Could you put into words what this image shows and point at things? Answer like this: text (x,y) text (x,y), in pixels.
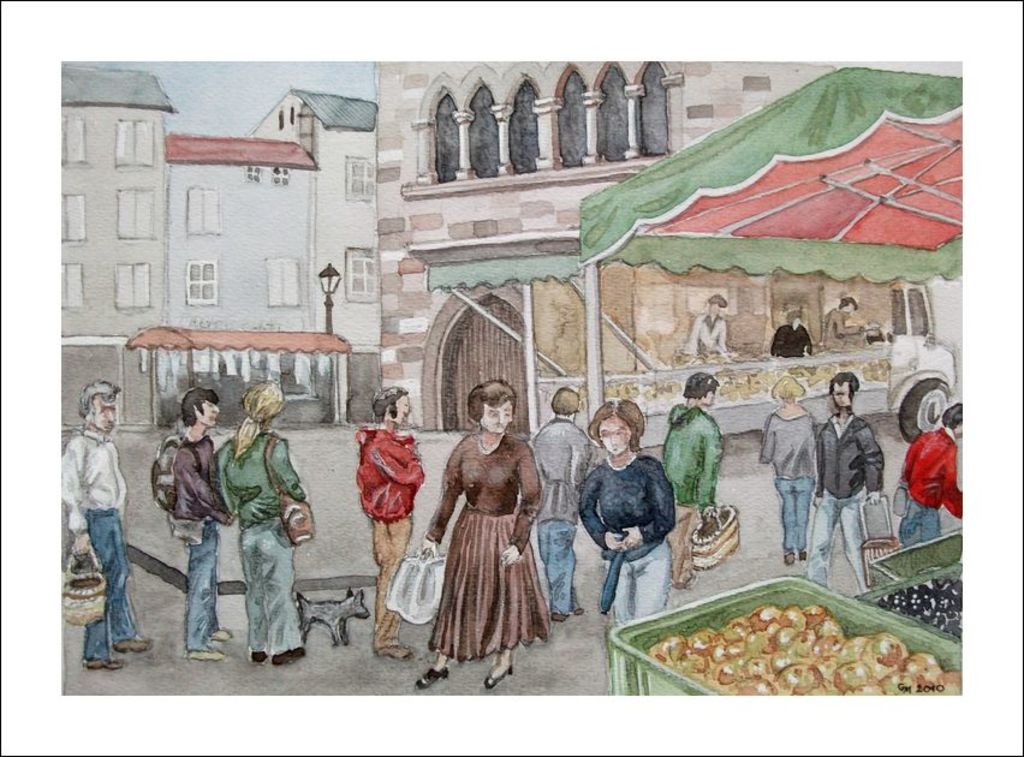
In this picture we can see tents (718,247), baskets (763,588), food items (930,594), bags (440,591), animal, buildings (384,254), windows (134,264), light pole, vehicle (945,360) and a group of people (295,472) on the ground (137,592) and some objects (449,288).
